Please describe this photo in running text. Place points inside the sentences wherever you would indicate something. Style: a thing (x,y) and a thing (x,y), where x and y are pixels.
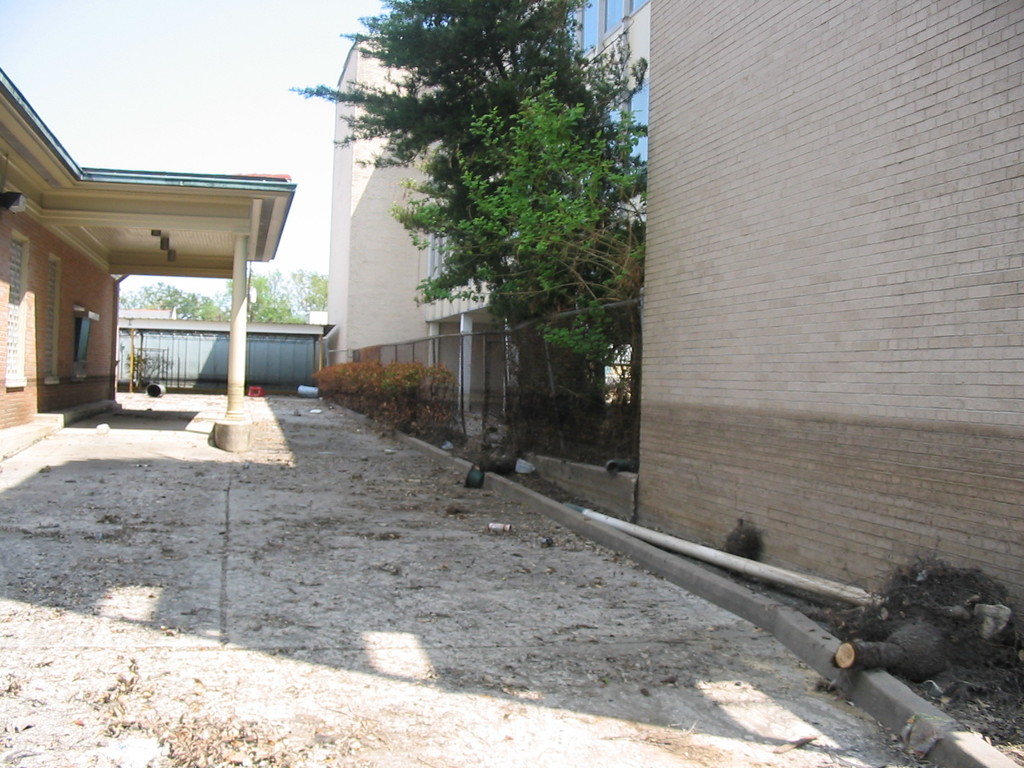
In this picture there are houses (730,85) on the right (724,266) and left side of the image (35,175), there are trees (505,138) at the top side of the image (483,168), there is net boundary (492,418) in the image.
